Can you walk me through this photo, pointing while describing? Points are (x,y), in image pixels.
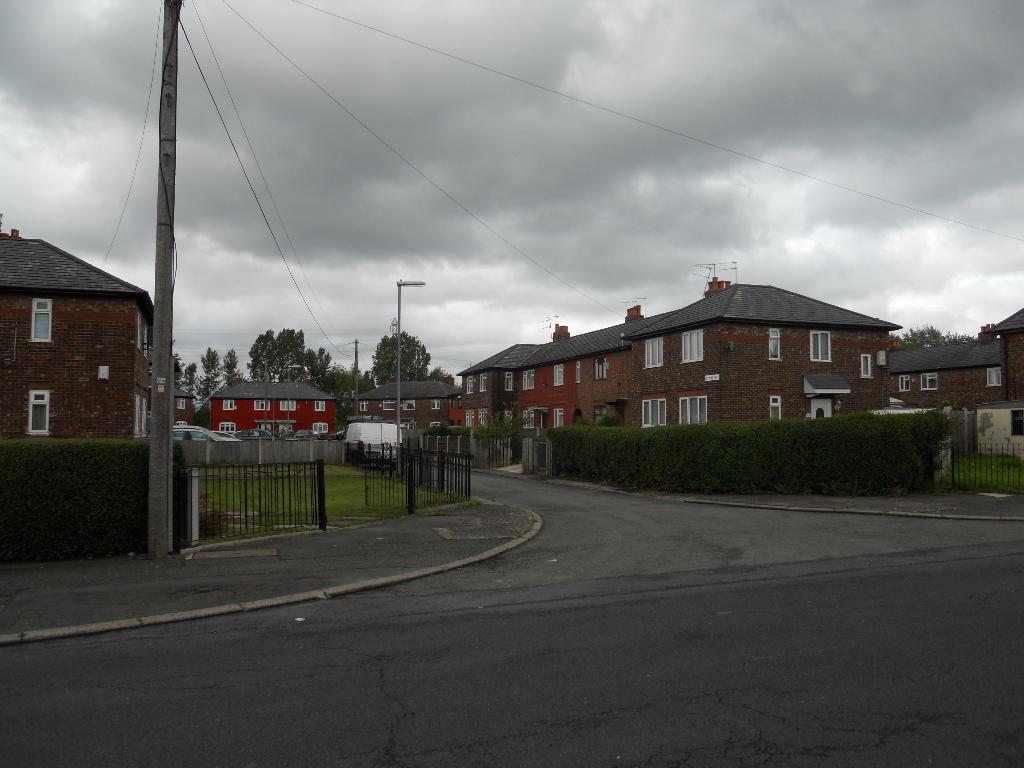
In this picture we can see the buildings (421,417), windows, roofs (912,357), trees (924,336), poles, grilles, grass (341,467), bushes (651,462), vehicles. At the bottom of the image (489,725) we can see the road (587,628). At the top of the image (536,228) we can see the wires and clouds (632,219) in the sky (412,208).
